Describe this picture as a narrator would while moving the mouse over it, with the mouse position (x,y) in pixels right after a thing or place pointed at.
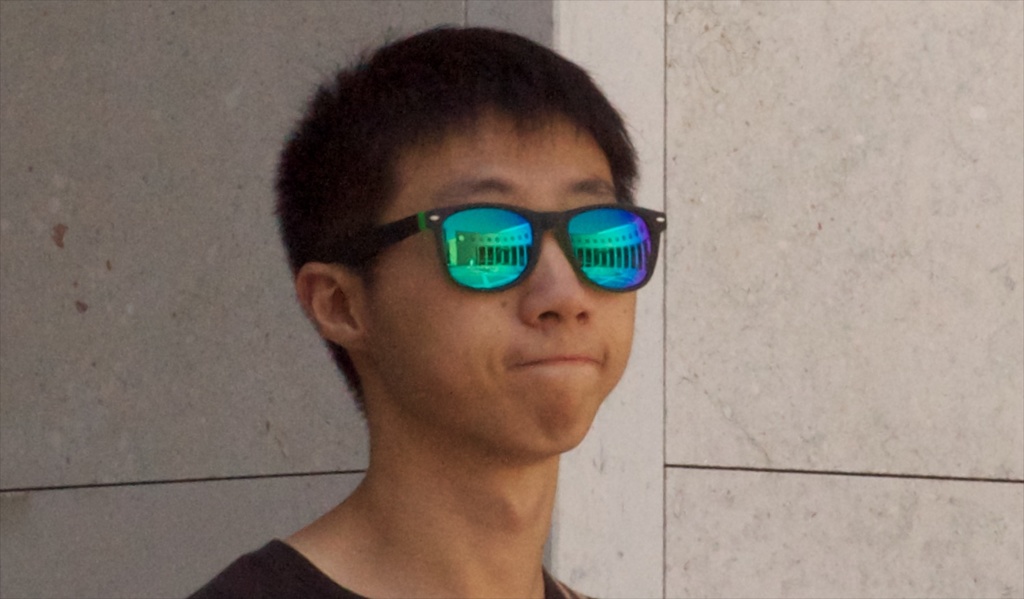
In this image we can see a person (412,293) with goggles (624,243) and wall (747,135) in the background (257,173).
